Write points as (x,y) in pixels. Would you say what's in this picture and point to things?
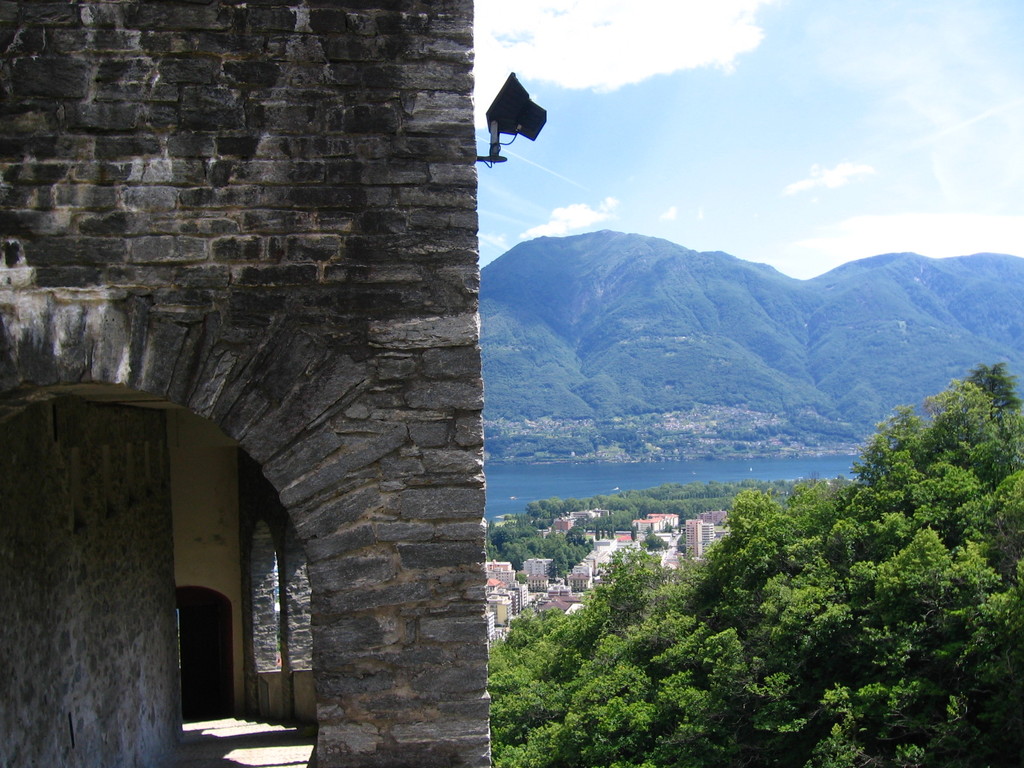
In this image we can see there are buildings (433,99) and light (513,97) attached to the building (402,501). And there are trees (666,487), mountains (775,271), water (665,470) and the sky (727,144).
